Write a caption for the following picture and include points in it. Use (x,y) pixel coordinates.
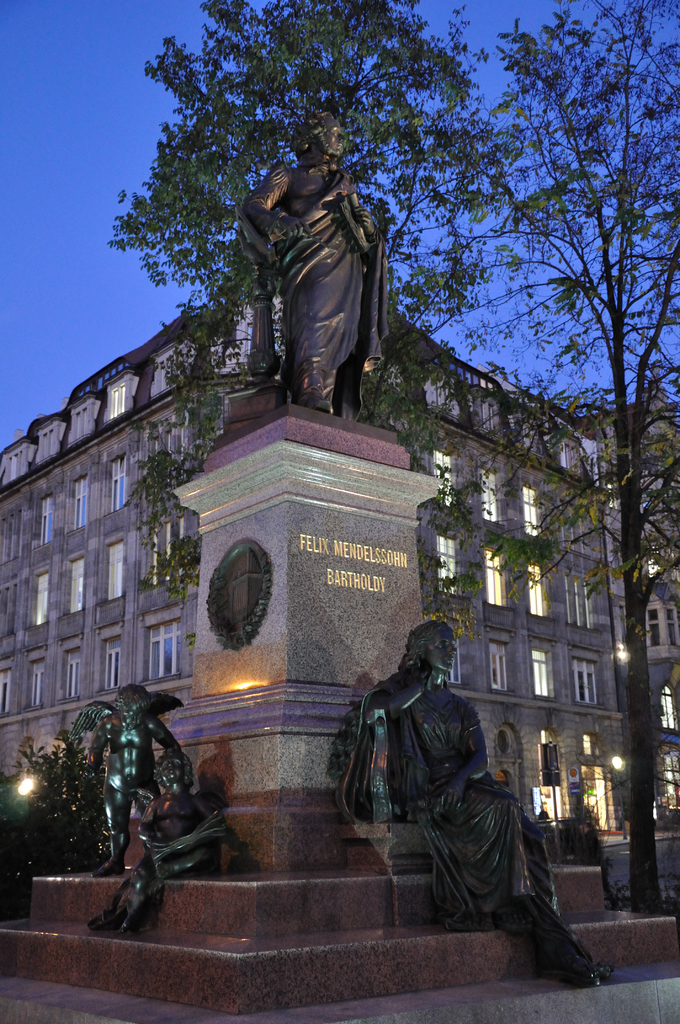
In this image I can see stairs (362,877), a pillar (276,794) and four sculptures (354,415). I can also see something is written on the pillar (367,580). In the background (641,405) I can see few trees (643,164), few plants (15,875), few lights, a building (175,601) and the sky (66,212).
